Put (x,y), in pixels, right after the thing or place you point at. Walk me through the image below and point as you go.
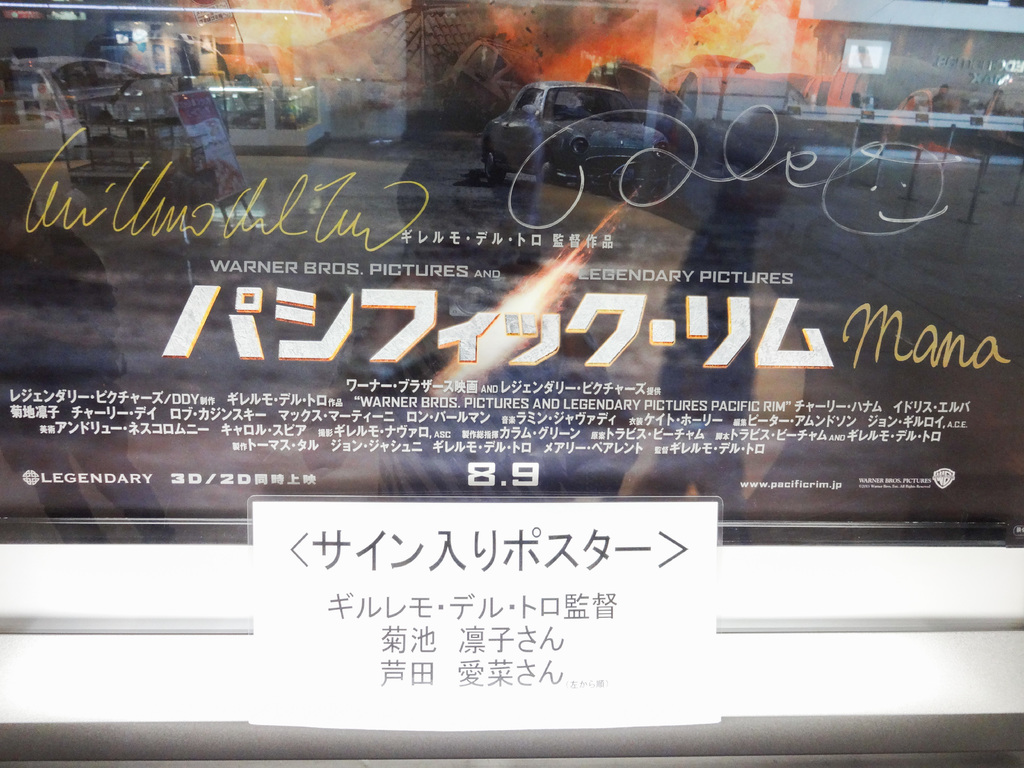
In this picture we can see a poster (908,393) on the glass (84,119). On the bottom (563,682) we can see sign board (556,603). In the reflection (953,29) we can see cars (642,82), buildings (966,32) and fire (648,7).
